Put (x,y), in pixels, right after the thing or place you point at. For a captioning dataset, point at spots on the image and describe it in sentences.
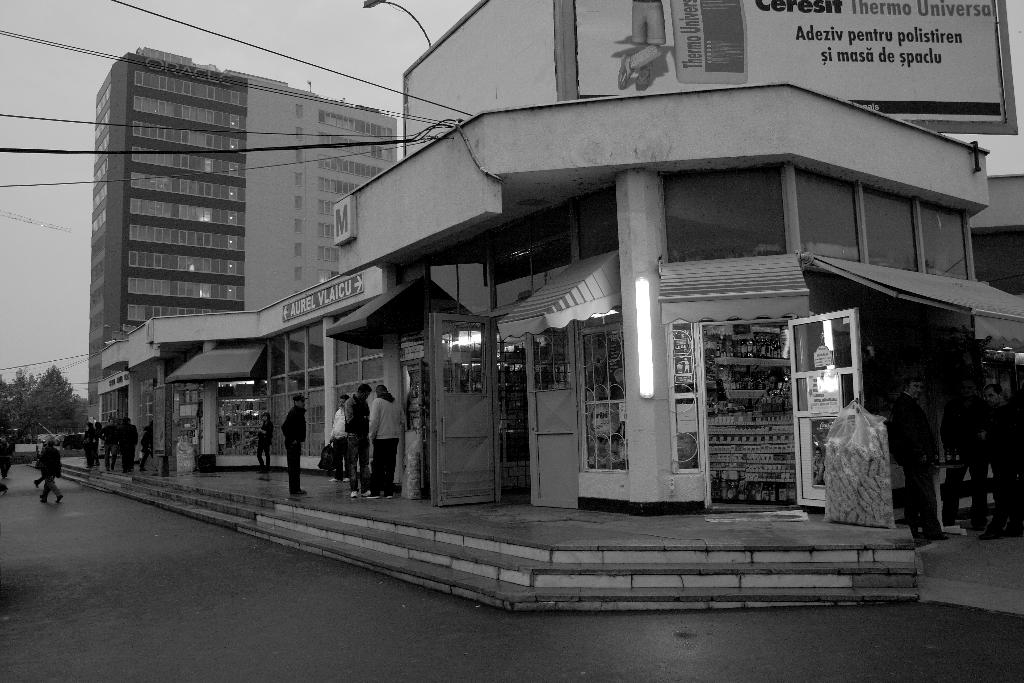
This is completely an outdoor picture and it is a black and white picture. On the background of the picture (102,148) we can see sky (39,327) and a huge building (154,170). Beside to the building (190,266) there are trees (34,397). Near to the building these are the stores (737,352). We can see few persons (912,429) standings nearer to the stores (434,454). This is the road (63,528). We can see people (44,499) walking on the road (44,513). This is the light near to the store (648,444).
